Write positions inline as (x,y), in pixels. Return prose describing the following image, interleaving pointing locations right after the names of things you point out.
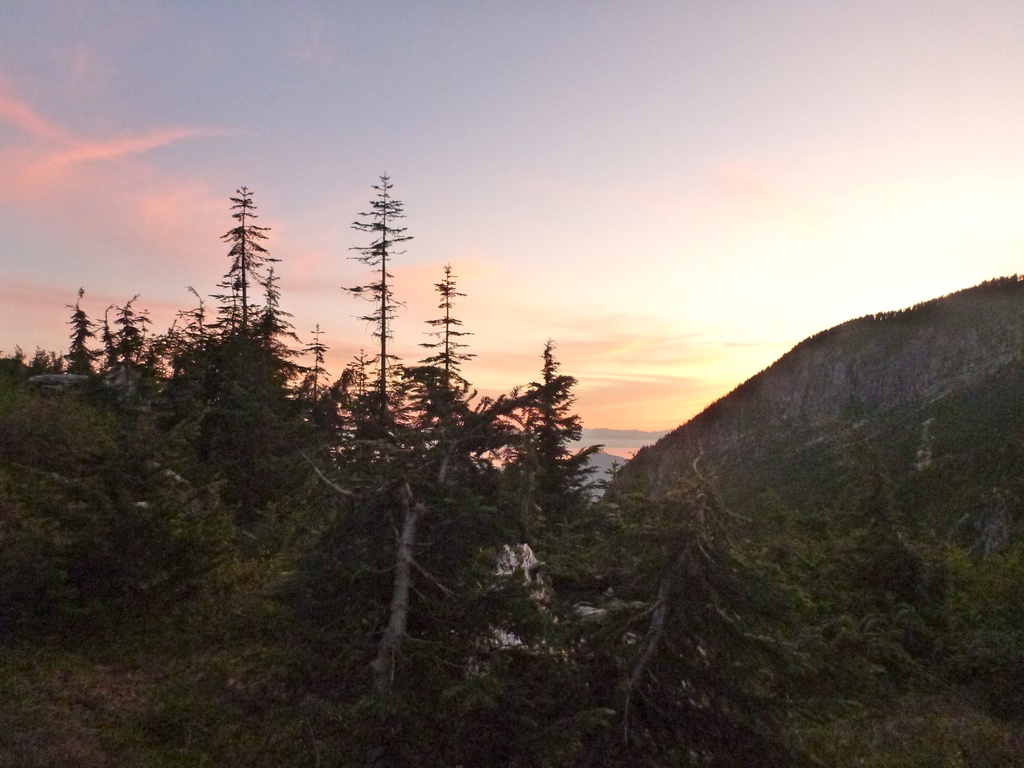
In this image I can see few trees (545,406) and mountain (1011,403). The sky (552,129) is in white, blue and orange color.
